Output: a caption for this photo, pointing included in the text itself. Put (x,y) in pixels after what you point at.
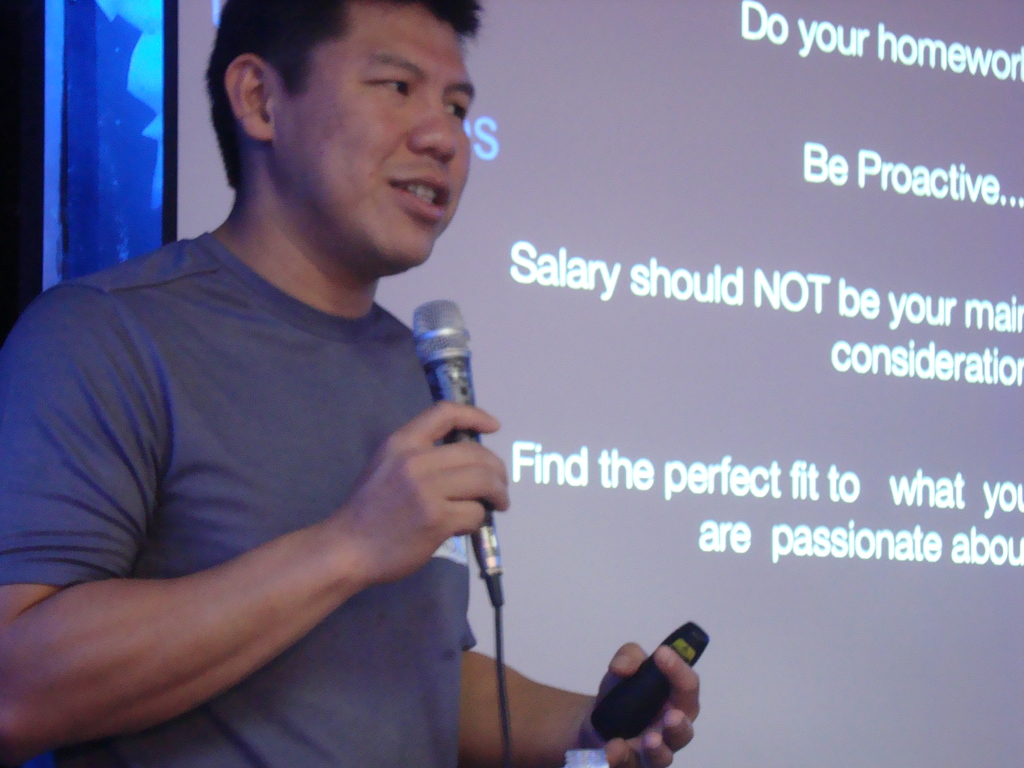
This is a picture of a guy (220,114) who is holding a mike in his right hand (386,525) and a remote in his left hand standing in front of a projector screen (660,310).
